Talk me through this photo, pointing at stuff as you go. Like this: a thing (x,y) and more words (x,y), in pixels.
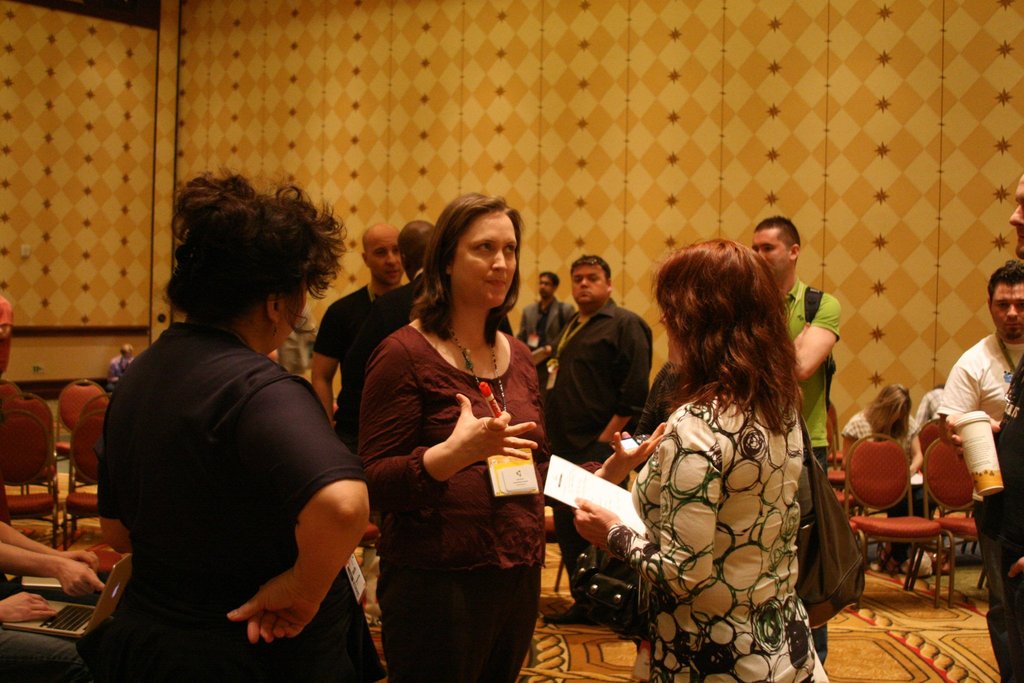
In this picture we can see some persons (714,251) standing and some are sitting here in front (472,402) woman (490,364) carrying sketch (481,385) in her hand (456,398) and talking and in background (169,140) we can see wall (547,159).
